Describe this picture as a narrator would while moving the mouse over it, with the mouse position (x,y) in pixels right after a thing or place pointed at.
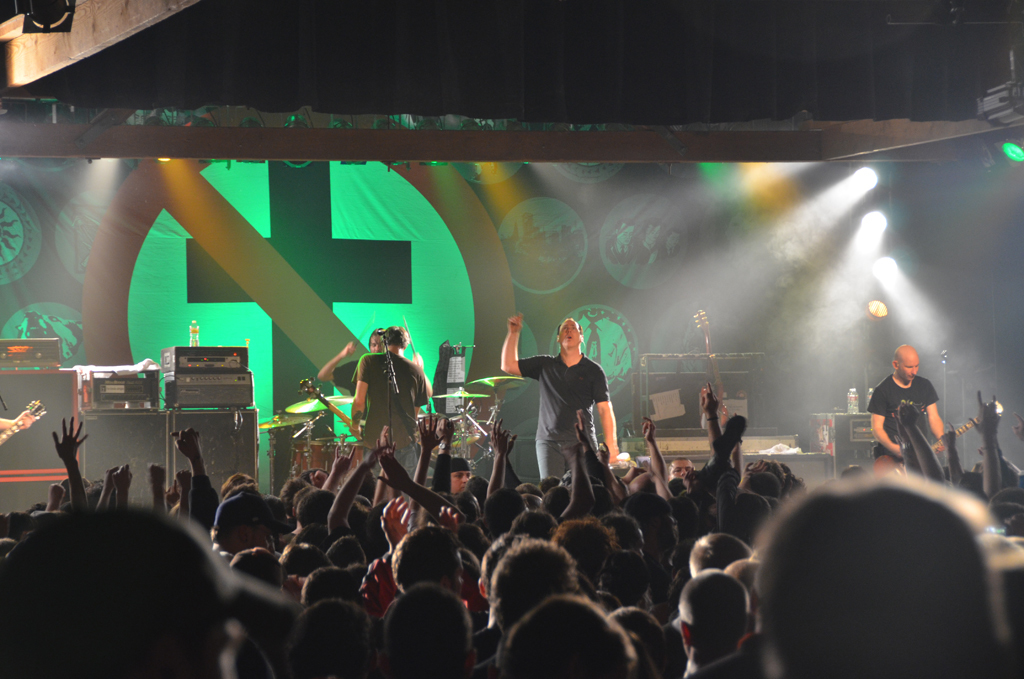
Here we can see a group of people (384,372) performing on a stage (432,333) with lots of musical instruments (475,417) and microphones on the stage (157,391) and in front of them there are a large number of audiences (292,512) who are enjoying their music and here and there are some lights (831,188) colorful lights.
